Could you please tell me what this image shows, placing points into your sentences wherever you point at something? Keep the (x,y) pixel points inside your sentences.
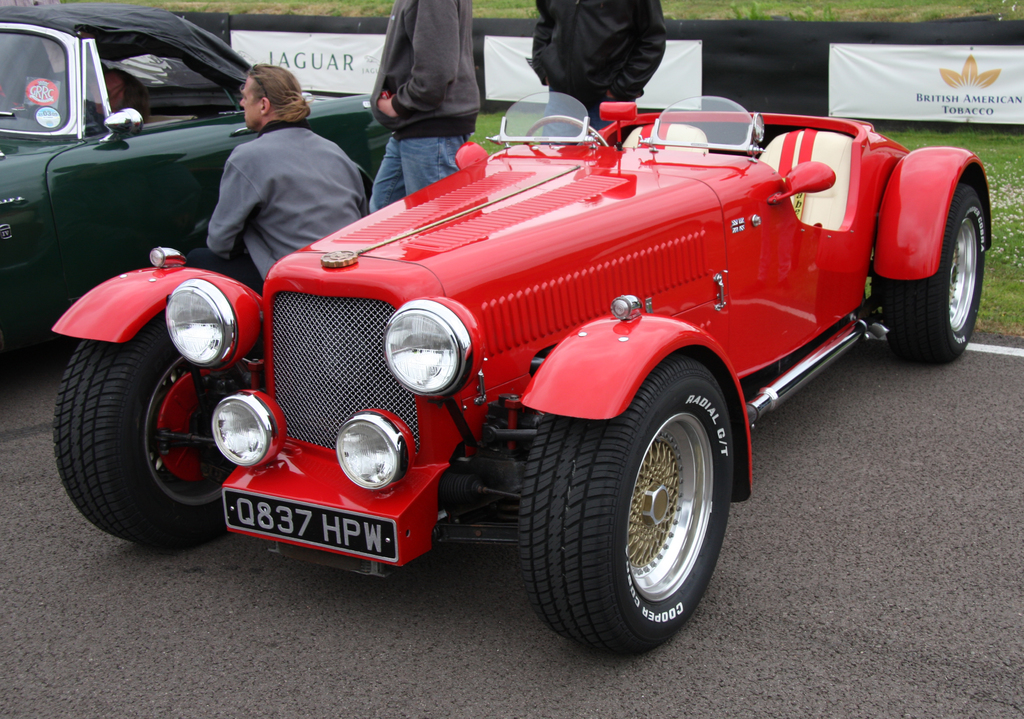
In this picture we can see few cars (458,362) on the road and group of people (307,184), in the background (963,136) we can find grass (921,145) and hoardings (846,64).
